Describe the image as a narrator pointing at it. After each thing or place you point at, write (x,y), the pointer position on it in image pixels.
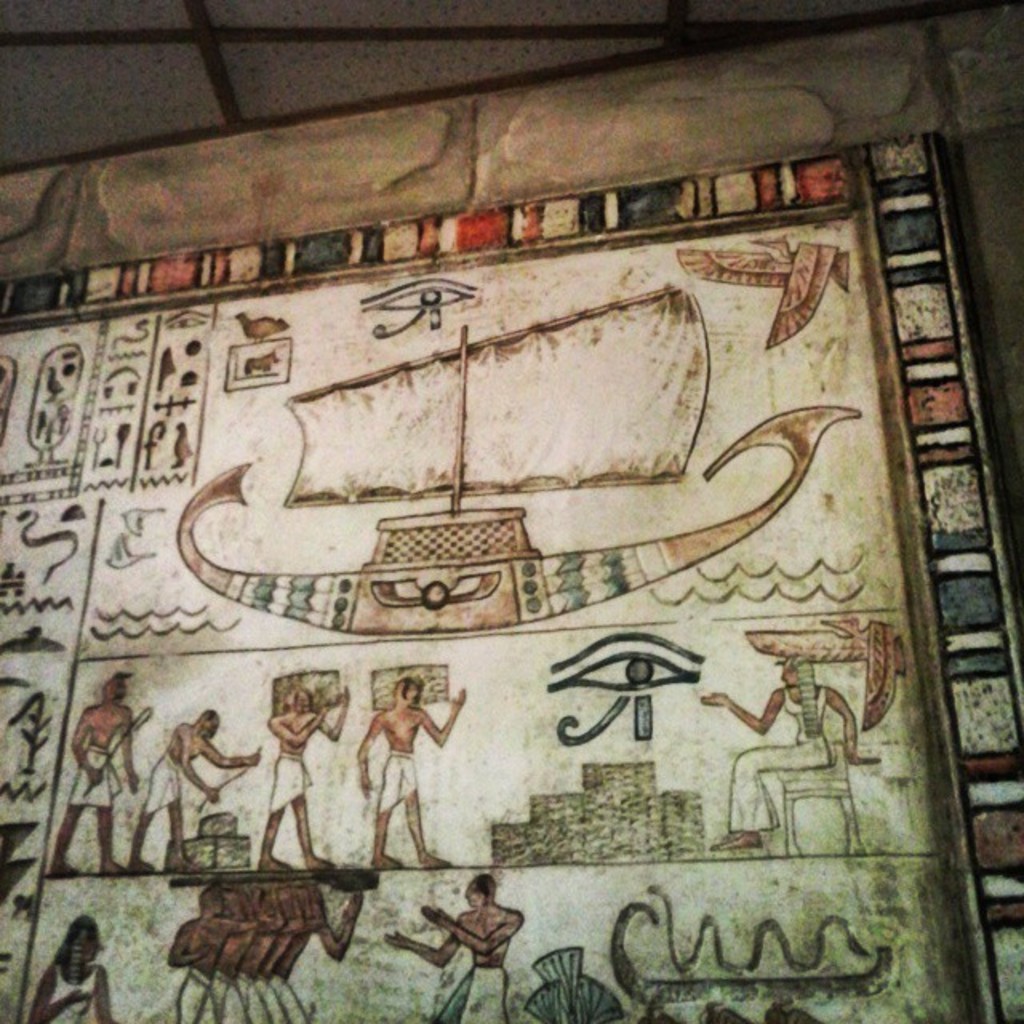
In this image there is a frame (475,829) with some images (600,824) hanging on the wall (1005,385). At the top (171,35) there is a ceiling (199,32).
